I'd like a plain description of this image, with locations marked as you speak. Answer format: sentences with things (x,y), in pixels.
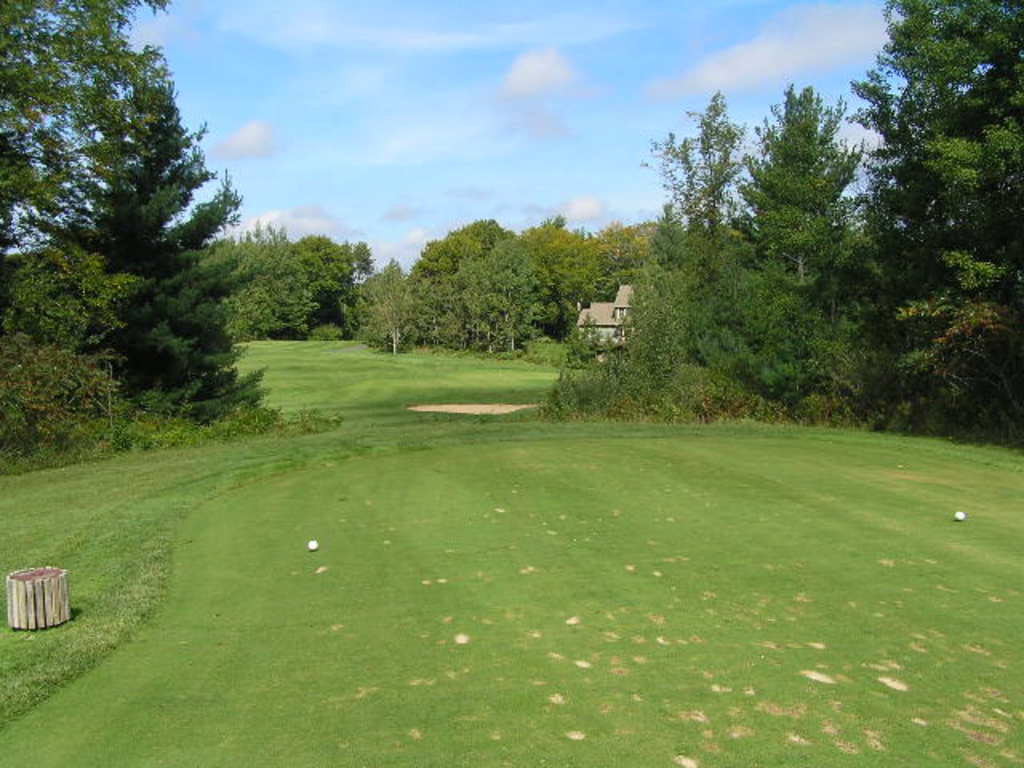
In this image we can see many trees (432,248). We can also see two balls (312,547), an object (60,587) on the left (53,599) and also a house (581,311). At the top (451,82) there is sky (589,81) with some clouds (519,73) and at the bottom (519,591) there is grass (617,647).
